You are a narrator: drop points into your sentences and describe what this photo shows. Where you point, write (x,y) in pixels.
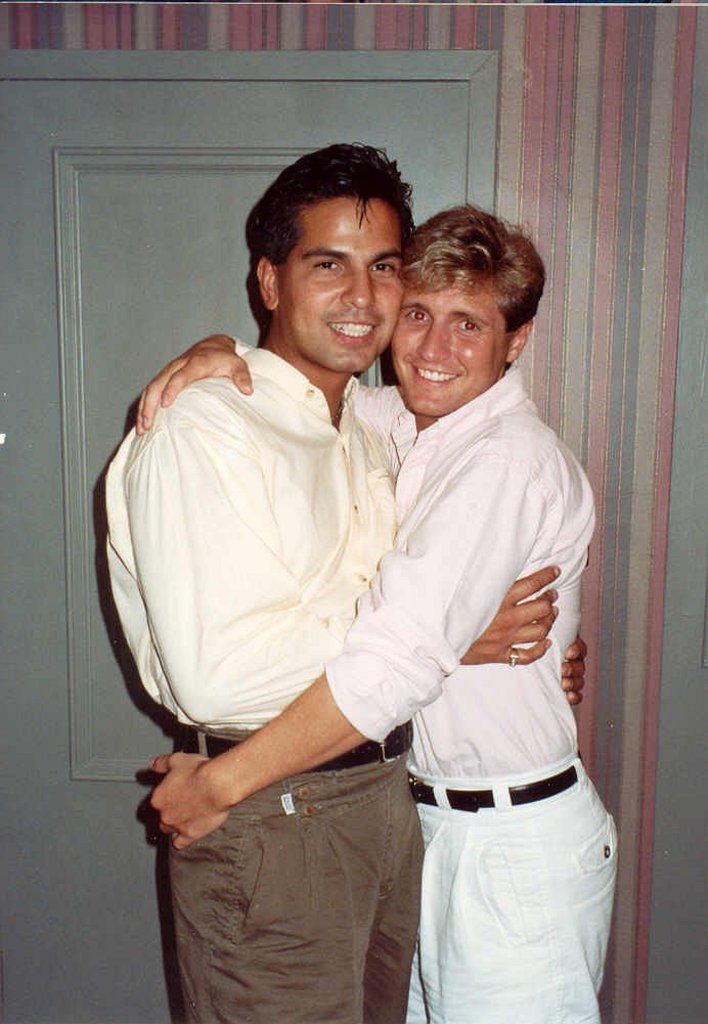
In the center of the picture (303,375) we can see two persons (354,763) with smiling faces (473,349). In the background (290,97) there is wall (541,45) and door (131,394).
